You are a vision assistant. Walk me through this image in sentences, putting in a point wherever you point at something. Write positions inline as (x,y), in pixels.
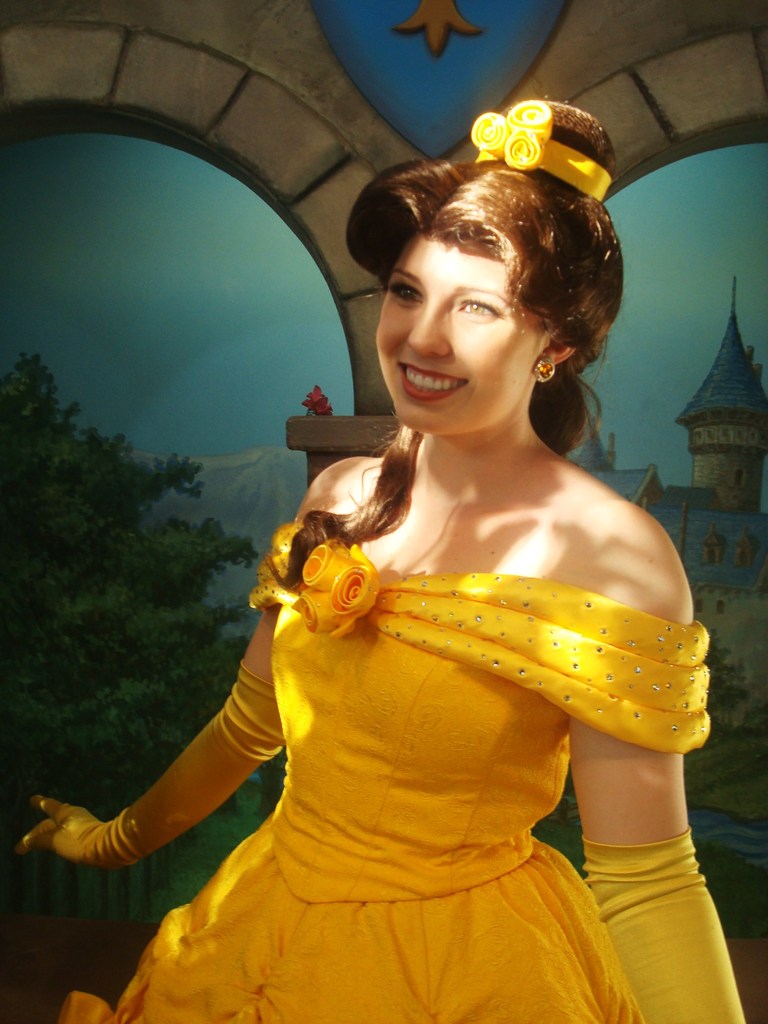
In the image there is a woman (442,396) standing in yellow dress (387,764) and behind her there is a wall (277,173).
